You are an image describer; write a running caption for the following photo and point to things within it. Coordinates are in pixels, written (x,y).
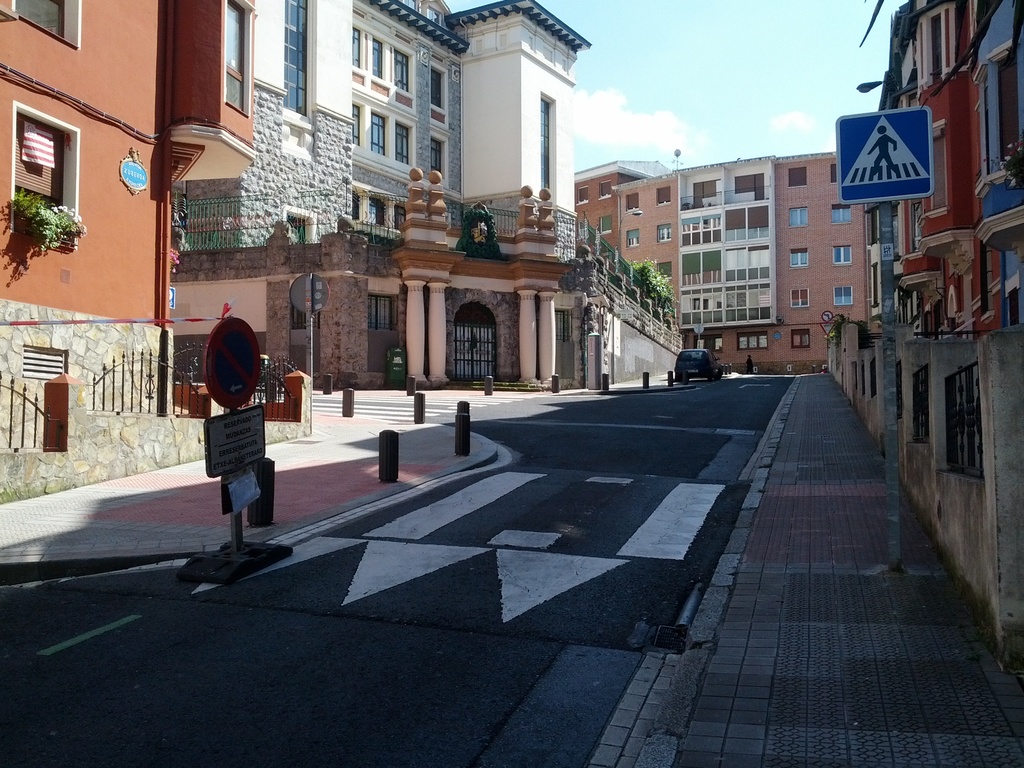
Vehicle (683,356) is on the road (713,391). These are sign boards (887,174). Buildings (465,73) with windows (352,134) and plants (42,214). These are pillars (546,334).
